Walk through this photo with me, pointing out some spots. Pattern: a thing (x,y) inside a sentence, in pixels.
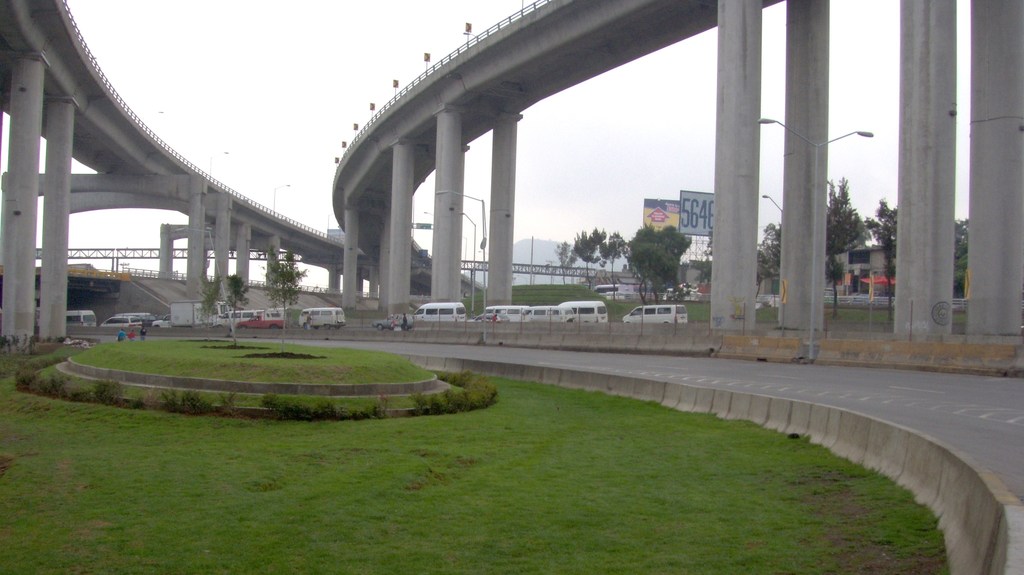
This image is clicked on the road (1007,410). On the right (955,405), there is a road (1020,416). In the front (18,166), there are bridges (398,126) along with pillars (410,236). And there are many cars (499,308) on the road (604,355). At the bottom (559,485), there is green grass (497,468) on the ground (691,527). In the background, there are trees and hoardings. At the top (182,88), there is sky (196,107).
